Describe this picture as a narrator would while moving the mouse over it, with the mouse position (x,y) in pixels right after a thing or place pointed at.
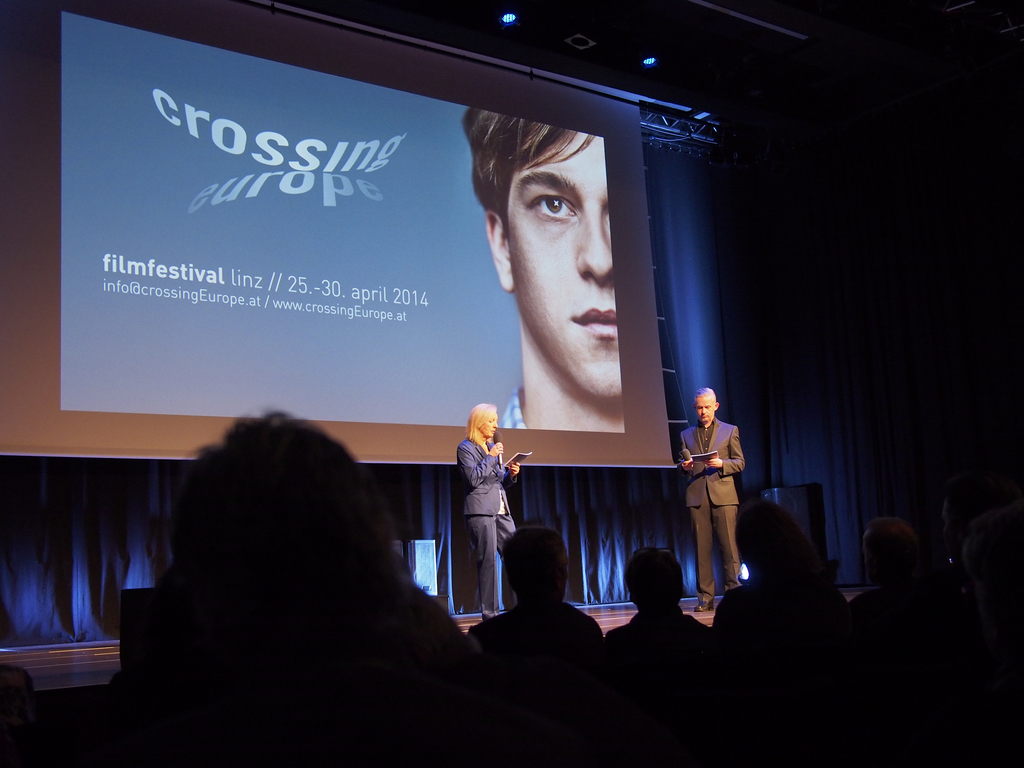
In this image, I can see two people (718,467) standing and holding the mikes (684,462). This is the screen (347,427) with the display (611,290). I think these are the curtains (423,525) hanging, which are behind the screen (140,436). At the bottom of the image (267,663), I can see a group of people (378,711).
